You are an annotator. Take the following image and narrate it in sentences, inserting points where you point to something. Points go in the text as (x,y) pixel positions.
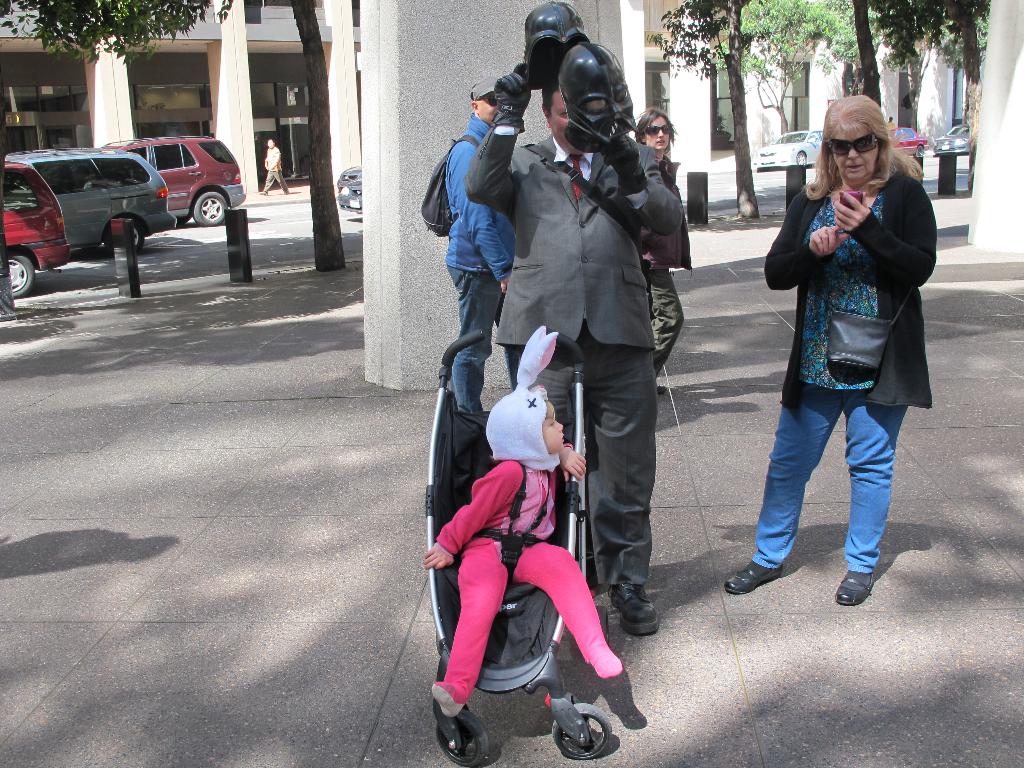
In this image we can see some people (662,231) and among them there is a person (528,257) holding some objects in his hands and there is a baby (523,517) sitting in the stroller (513,534). There are some vehicles (92,216) on the road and we can see some trees (933,41) and there are few buildings (332,114) in the background (30,88).
